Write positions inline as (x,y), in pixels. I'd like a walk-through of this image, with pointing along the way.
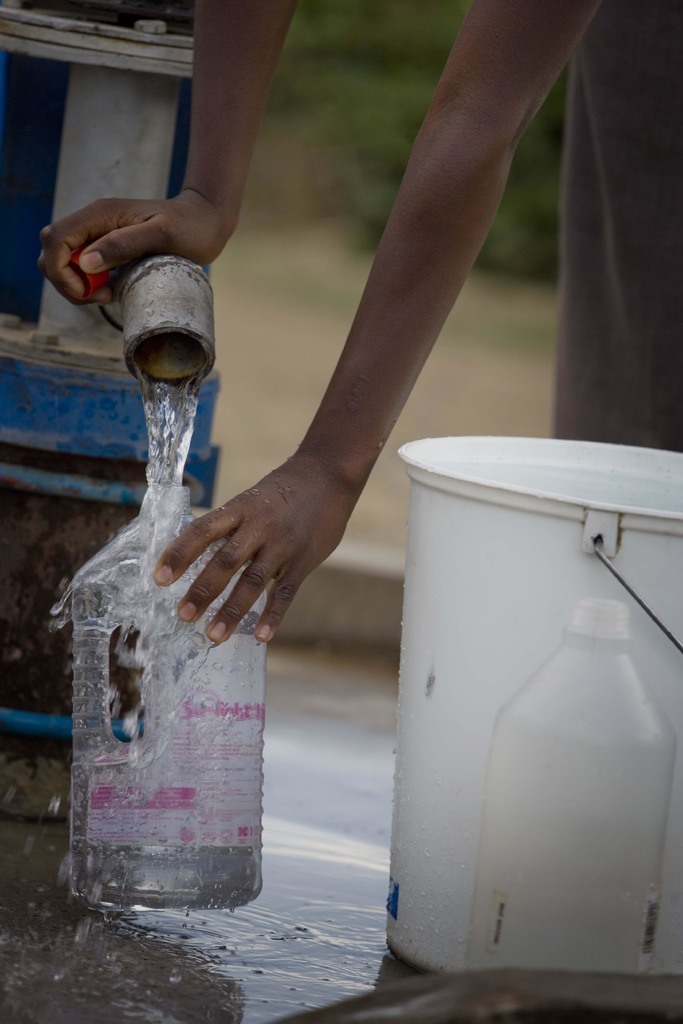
This picture shows a man (220,157) filling a water bottle (192,667) with water (192,413) from the pipe (137,345) and we see a bucket (472,686) and a bottle (533,680) on the side.
